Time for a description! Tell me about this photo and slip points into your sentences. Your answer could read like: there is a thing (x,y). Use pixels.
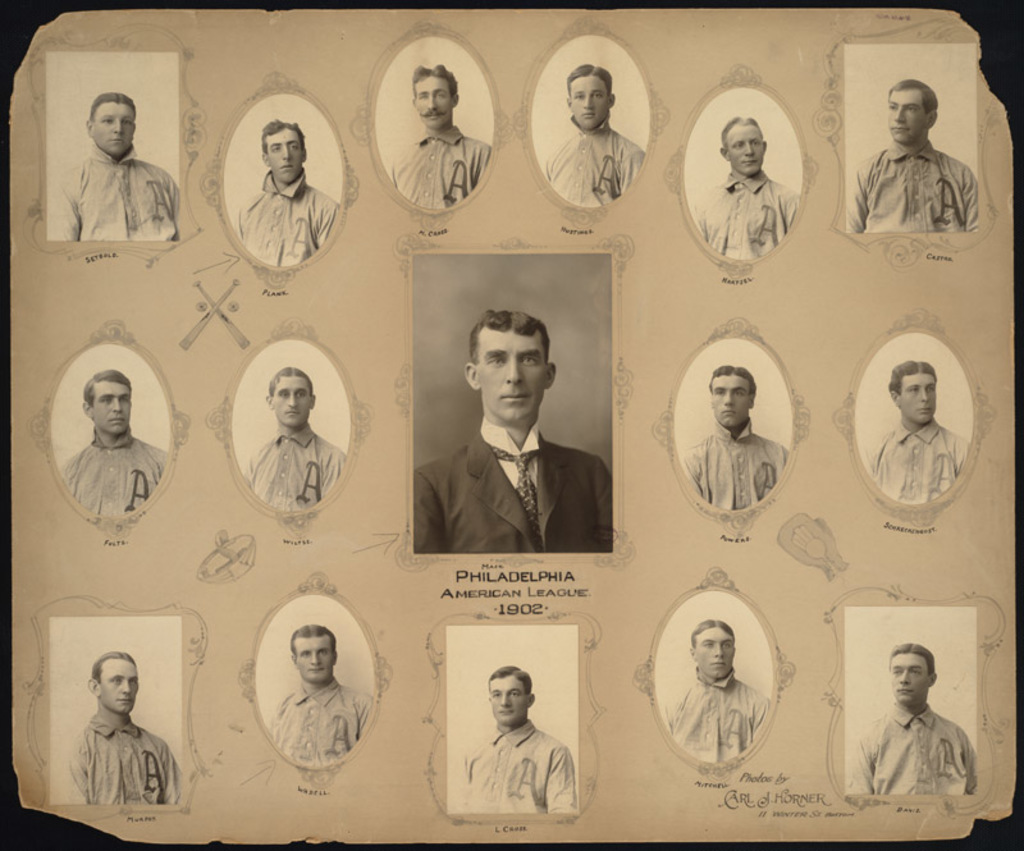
In the image we can see a paper (988,561), on the paper (801,721) there are some photos (551,89).
